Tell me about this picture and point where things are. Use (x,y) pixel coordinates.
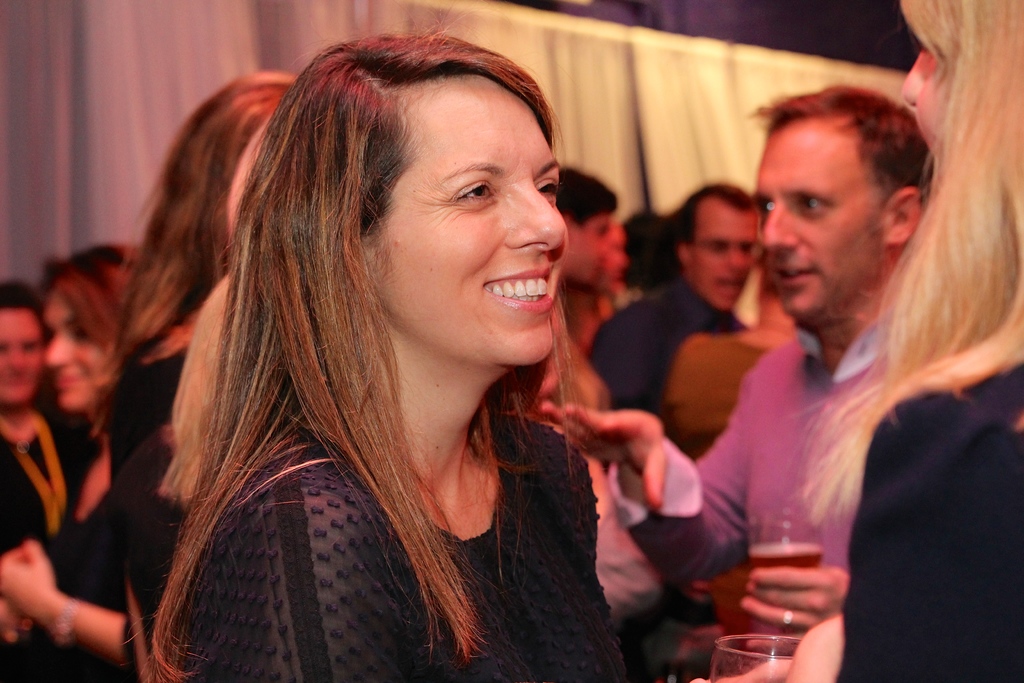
Front this woman (503,262) is smiling and looking at the opposite person (924,315). Background (215,296) it is blur. We can see people (225,287) and curtain (653,99).
